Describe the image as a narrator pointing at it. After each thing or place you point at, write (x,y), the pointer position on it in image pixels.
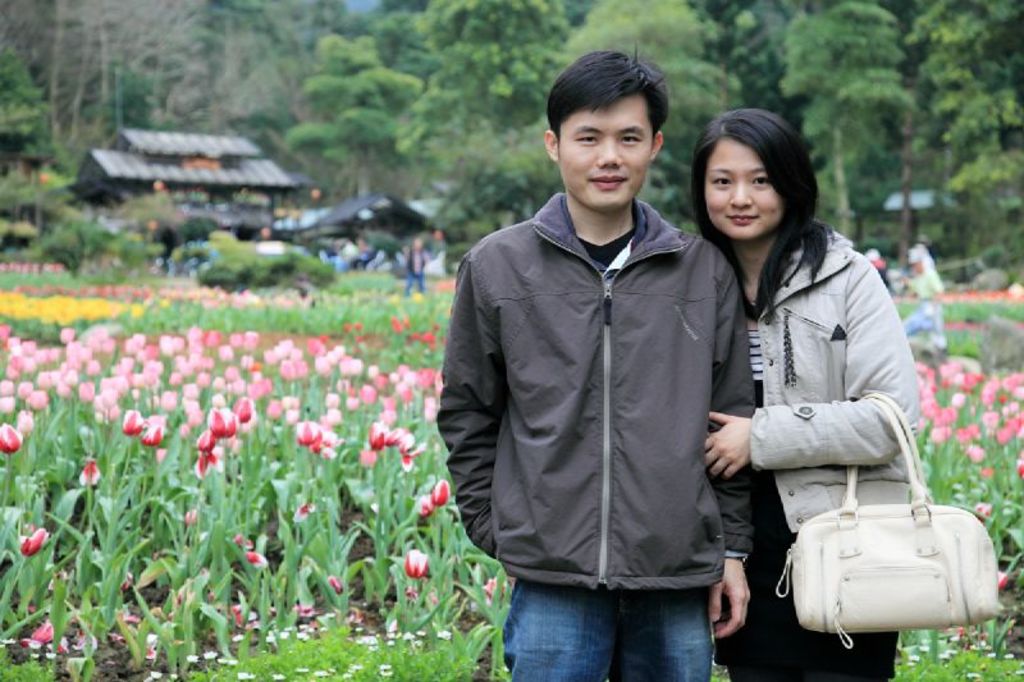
In this picture we can see a man (710,377) and woman (765,376) holding their hands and standing and smiling where this woman (878,358) is carrying a bag (875,512) and in the background (117,367) we can see flowers (237,389), houses (226,181), trees (274,94), some persons (360,257) and it is blur.
